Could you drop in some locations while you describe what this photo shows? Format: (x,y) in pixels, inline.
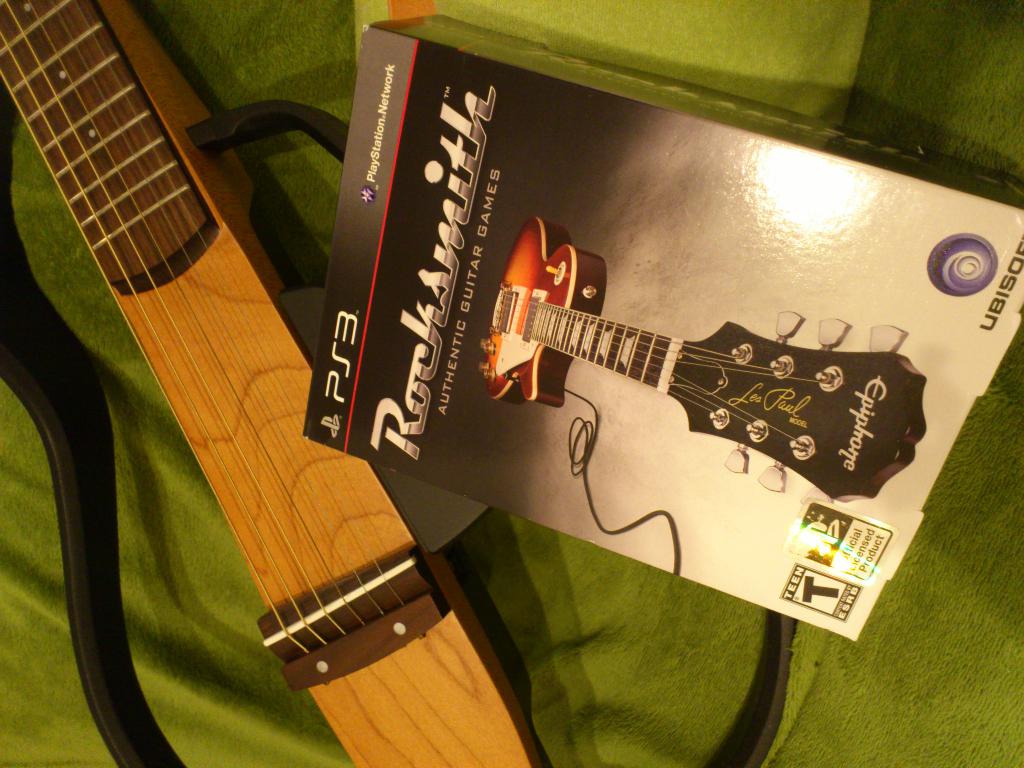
In this image i can see a box (526,333) and a guitar (240,372).
